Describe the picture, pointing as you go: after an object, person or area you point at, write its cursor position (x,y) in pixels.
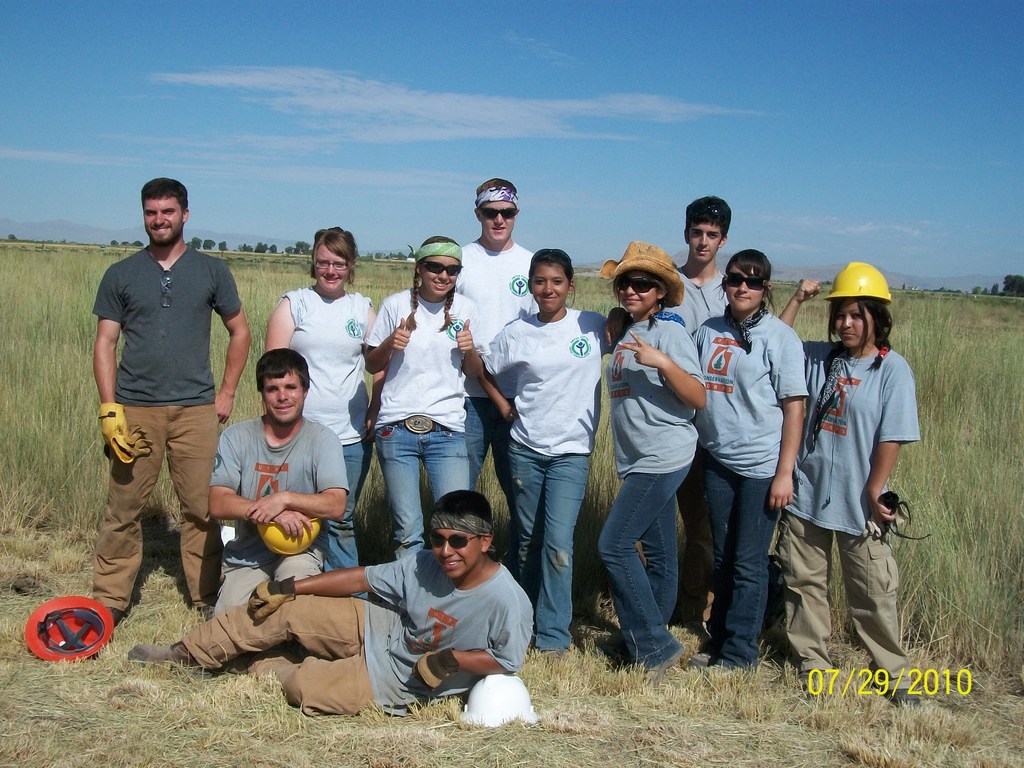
In this picture we can see a group of people (854,315) on the grass (677,718) surrounded by trees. The sky (976,273) is blue.
